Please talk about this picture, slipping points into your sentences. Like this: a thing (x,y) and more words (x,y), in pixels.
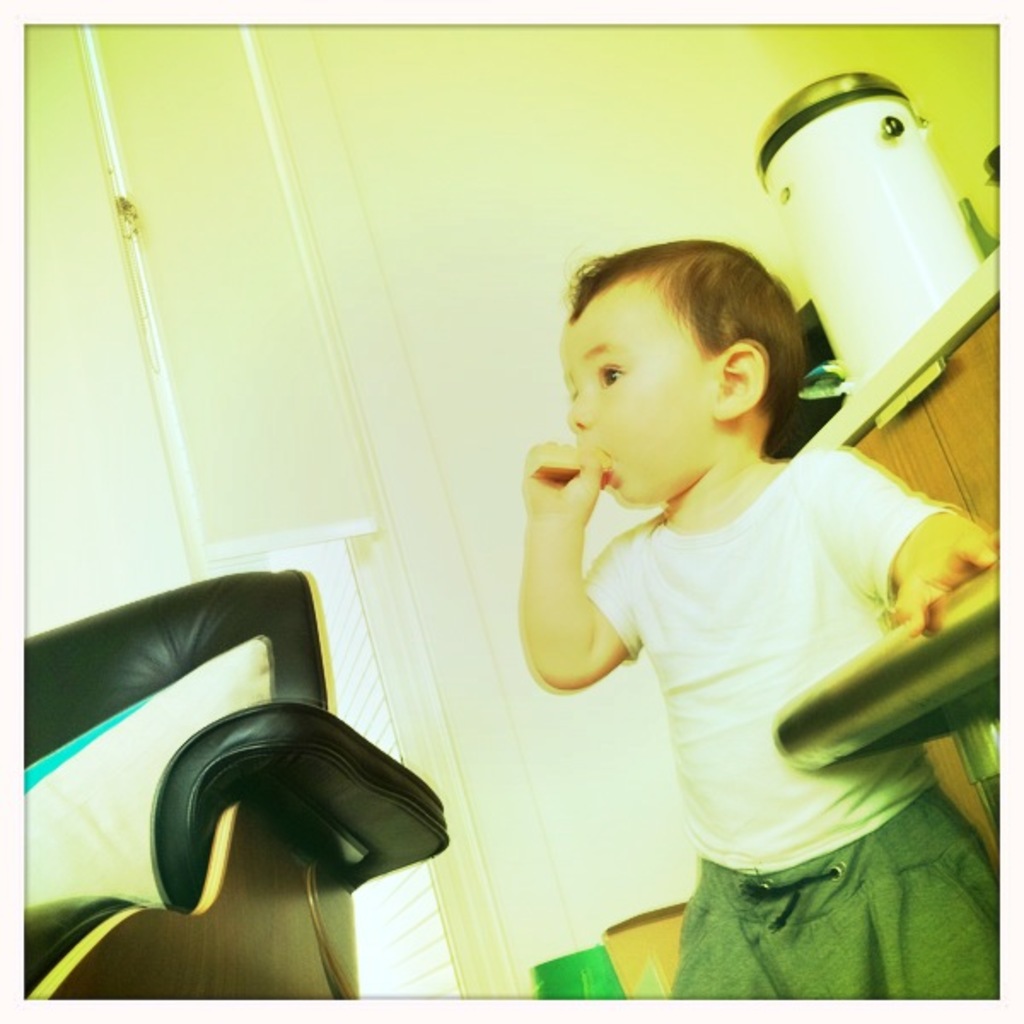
In this image there is a boy (755,604) standing and eating, there is a table (913,672) towards the right of the image (908,698), there is a cupboard (930,451) towards the right of the image (979,402), there are objects (857,373) on the cupboard (928,331), there is a chair (184,903) towards the left of the image (148,867), there is a pillow (253,667) on the chair (179,756), there are boxes (615,962) towards the bottom of the image (628,952), there is a window (348,586), at the background of the image (524,250) there is the wall (417,237).
